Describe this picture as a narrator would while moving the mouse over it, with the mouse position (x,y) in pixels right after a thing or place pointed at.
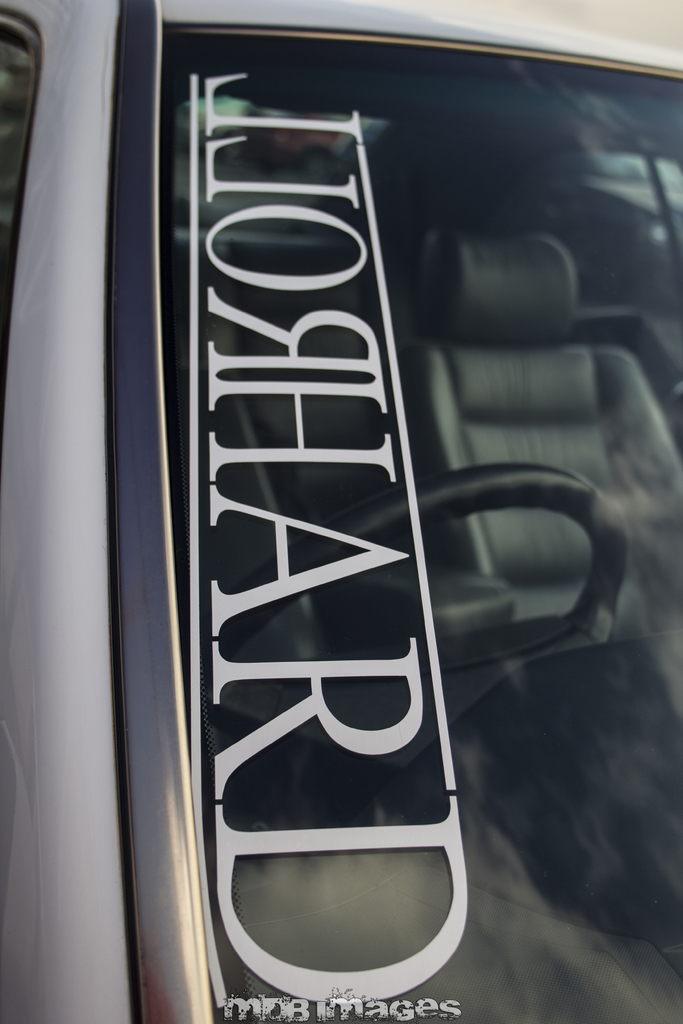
In this image there is a windshield (484,420) of a car (527,388) with some text (292,357) on it, through the windshield (649,504) we can see steering (450,492) and seats (513,301).
